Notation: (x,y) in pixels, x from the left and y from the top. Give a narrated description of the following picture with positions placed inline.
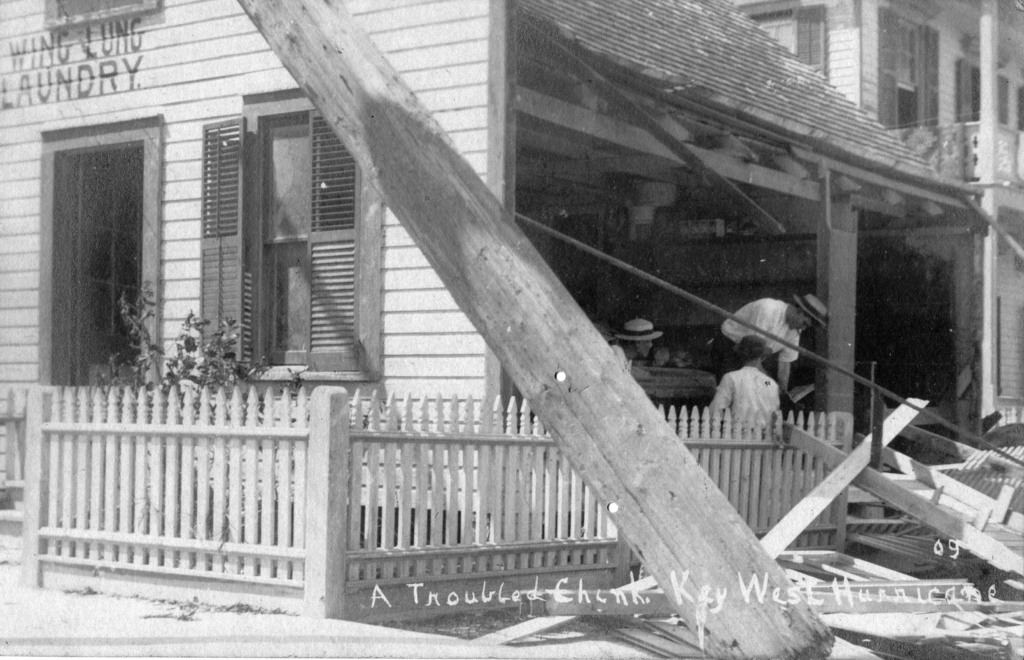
This is a black and white image. In this picture we can see the buildings (526,157), plant (206,342), door (126,154), window (325,220), wall (491,128), roof (836,149), balcony (993,140), fencing (567,464) and wood logs (687,494). At the bottom of the image (470,644) we can see the floor (453,627) and some text (738,599). In the middle of the image (627,360) we can see some persons (774,316) and some of them are wearing hats (818,314).
